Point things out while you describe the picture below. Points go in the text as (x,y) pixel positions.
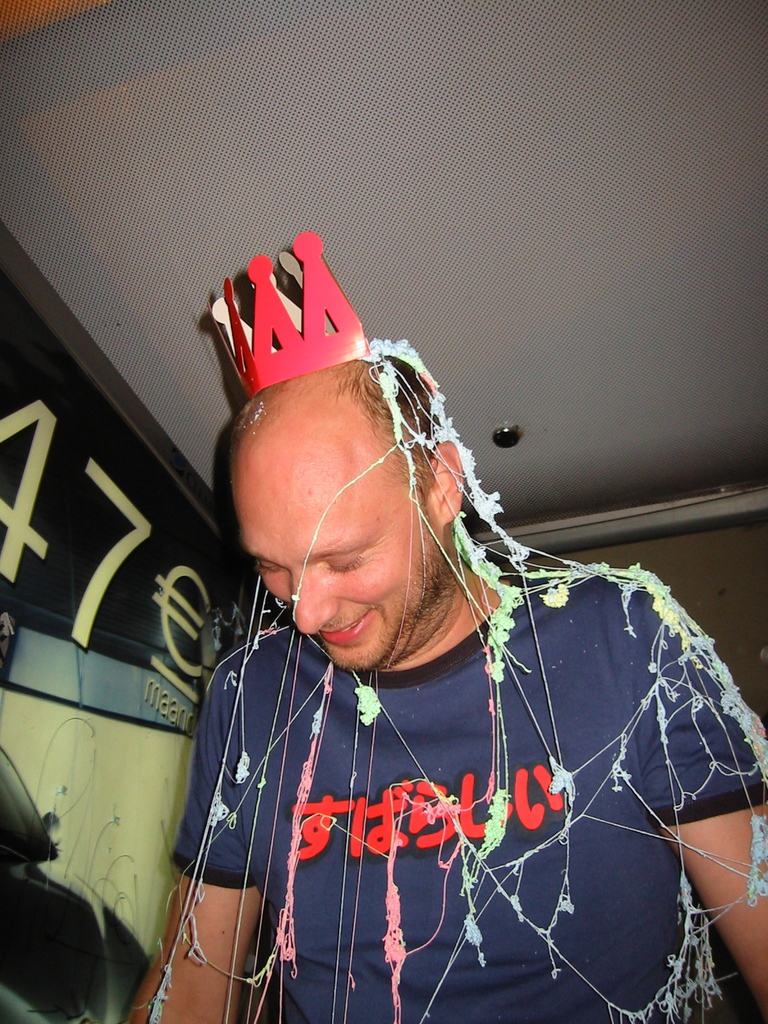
In the foreground of this image (680,792), there is a man (449,686) standing and having paper crown (295,342) on his head (360,382) and he is also having snow spray threads (496,662) on the him. In the background (110,731), there is a wall (81,525) and the ceiling (481,207).
